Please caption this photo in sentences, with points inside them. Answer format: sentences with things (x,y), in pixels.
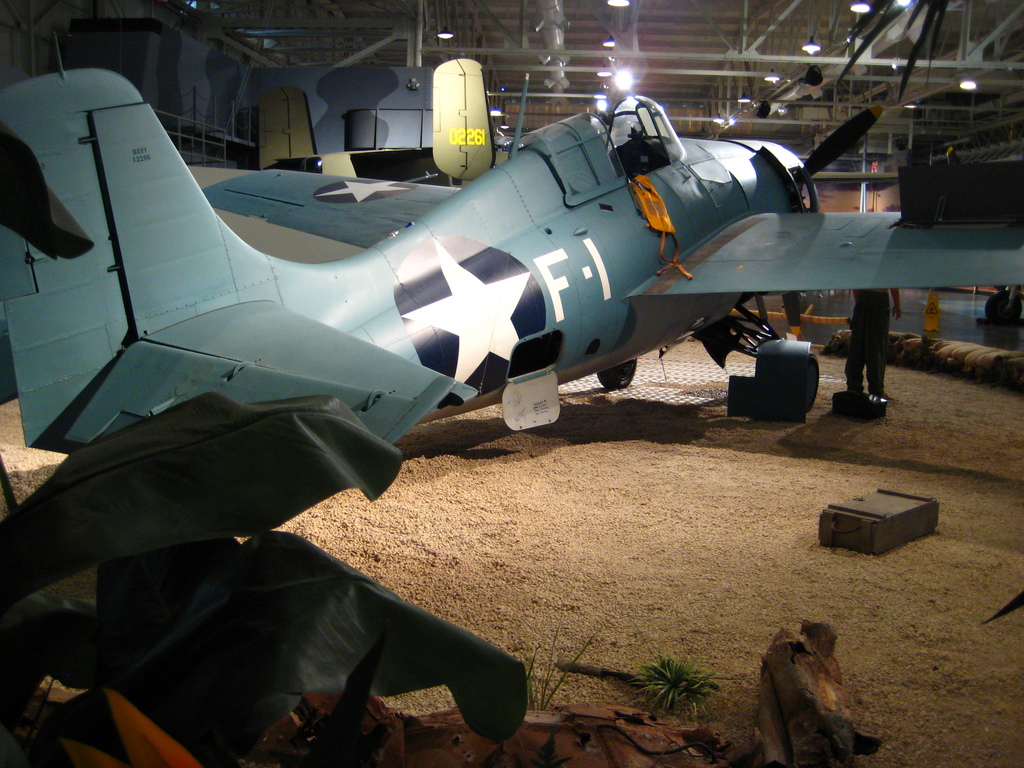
In this picture we can see an airplane (811,374) and a person (880,296) standing on the ground (948,600) and in the background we can see the lights (855,11), rods (714,123).
